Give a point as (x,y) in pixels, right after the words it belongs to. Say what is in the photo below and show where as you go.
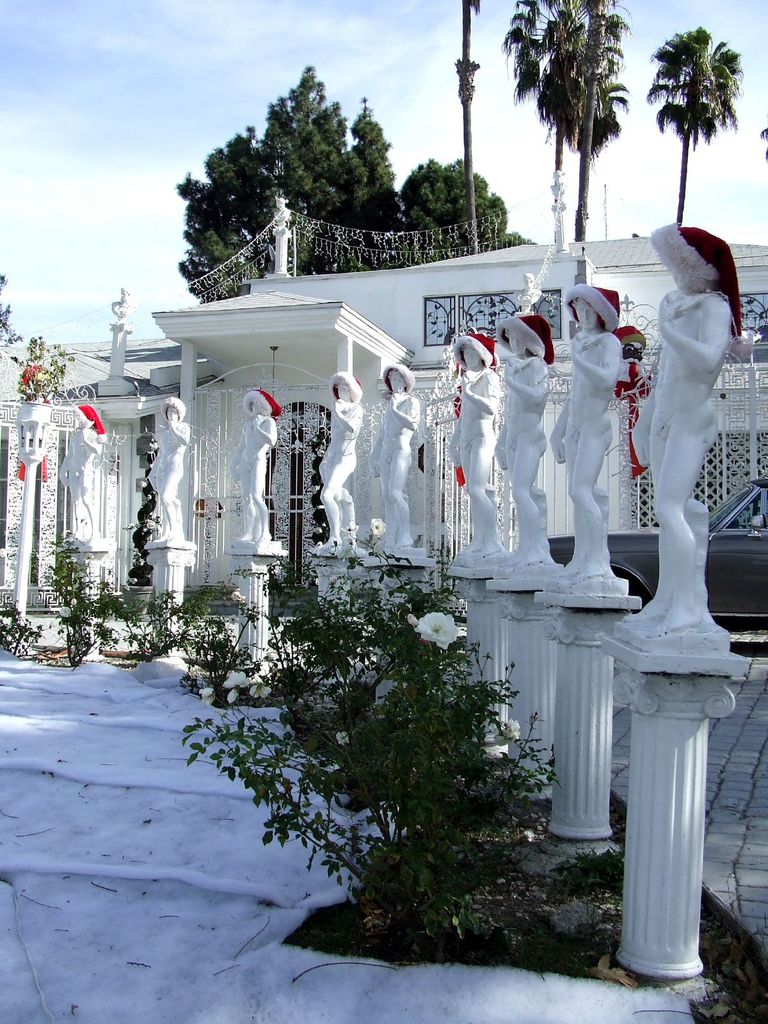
On the ground (107,825) there is snow (54,754). Also there are plants (359,746) with flowers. Near to that there are statues (664,583) on the pillars (676,752). On the statues (668,572) there are caps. Also there is a building (374,303) and a car (634,570). In the background (432,166) there are trees (428,173) and sky (208,95).
